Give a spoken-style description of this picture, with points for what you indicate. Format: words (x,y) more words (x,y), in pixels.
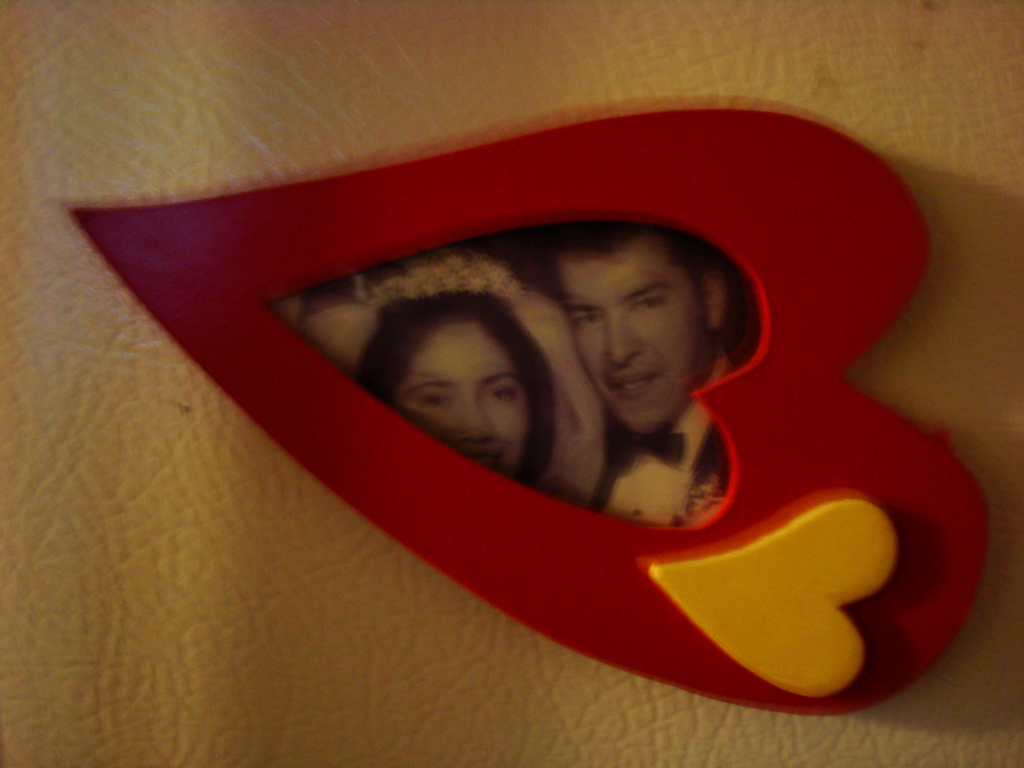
In this image we can see the photo frame (595,505) of two people (550,419).
